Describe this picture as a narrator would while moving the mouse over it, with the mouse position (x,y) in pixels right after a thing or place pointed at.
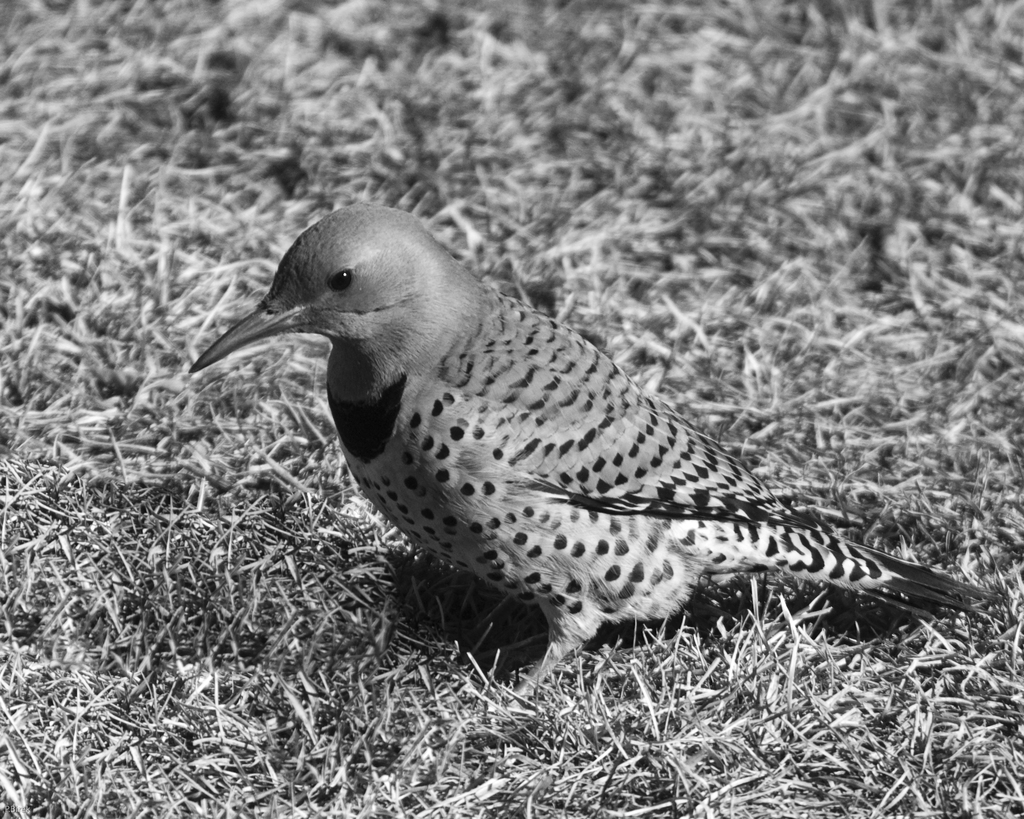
In the center of the image (507,517) we can see a bird (573,516). At the bottom (423,732) there is grass (563,725).
